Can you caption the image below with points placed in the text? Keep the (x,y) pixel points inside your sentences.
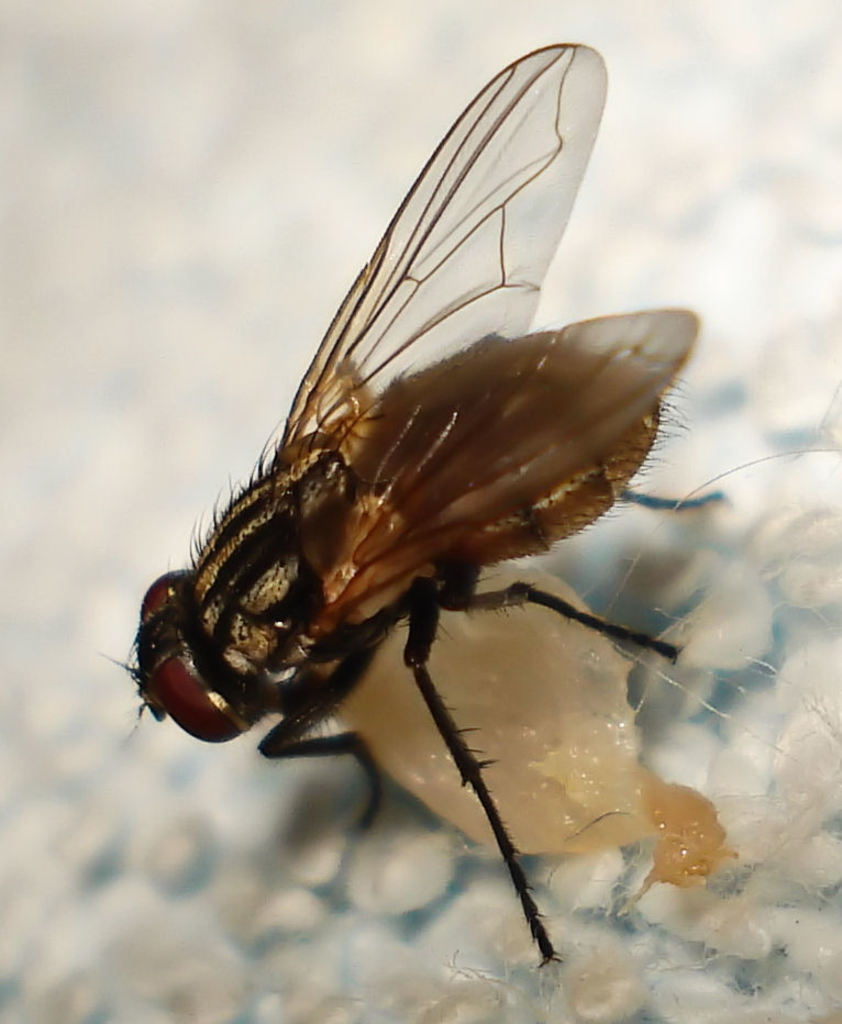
In this image I can see an insect (276,739) in brown and black color and I can see the white color background (181,159).
